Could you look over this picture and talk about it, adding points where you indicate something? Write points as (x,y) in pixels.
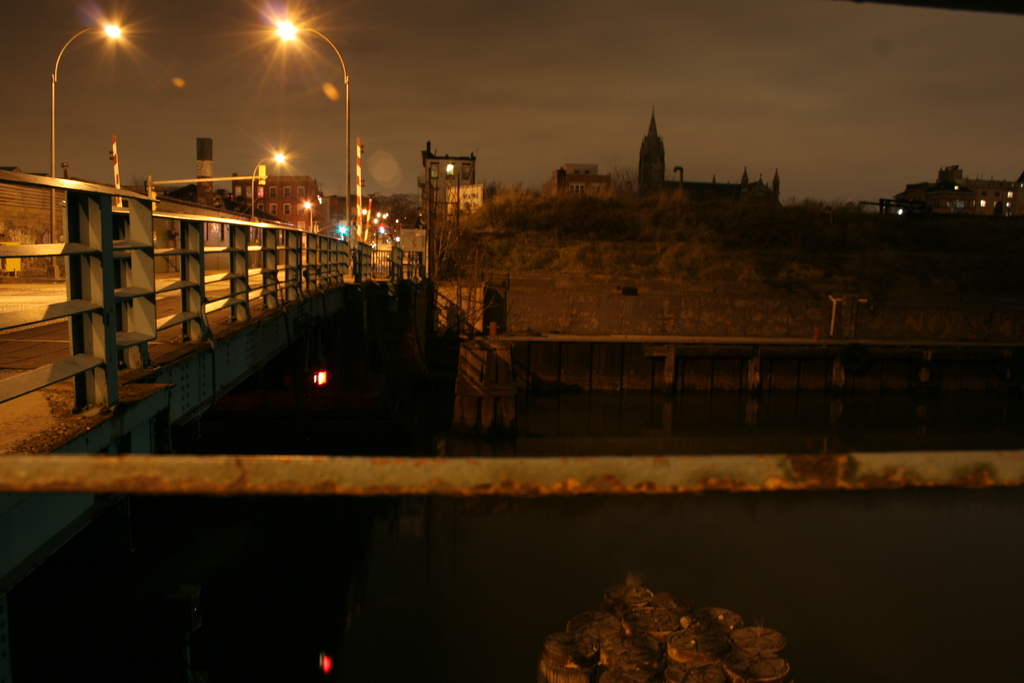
In the picture there is a bridge (231,264) across the river (441,522) and on the bridge (118,267) there are many street lights (56,167), in the background (1008,204) there are many buildings (566,176).
